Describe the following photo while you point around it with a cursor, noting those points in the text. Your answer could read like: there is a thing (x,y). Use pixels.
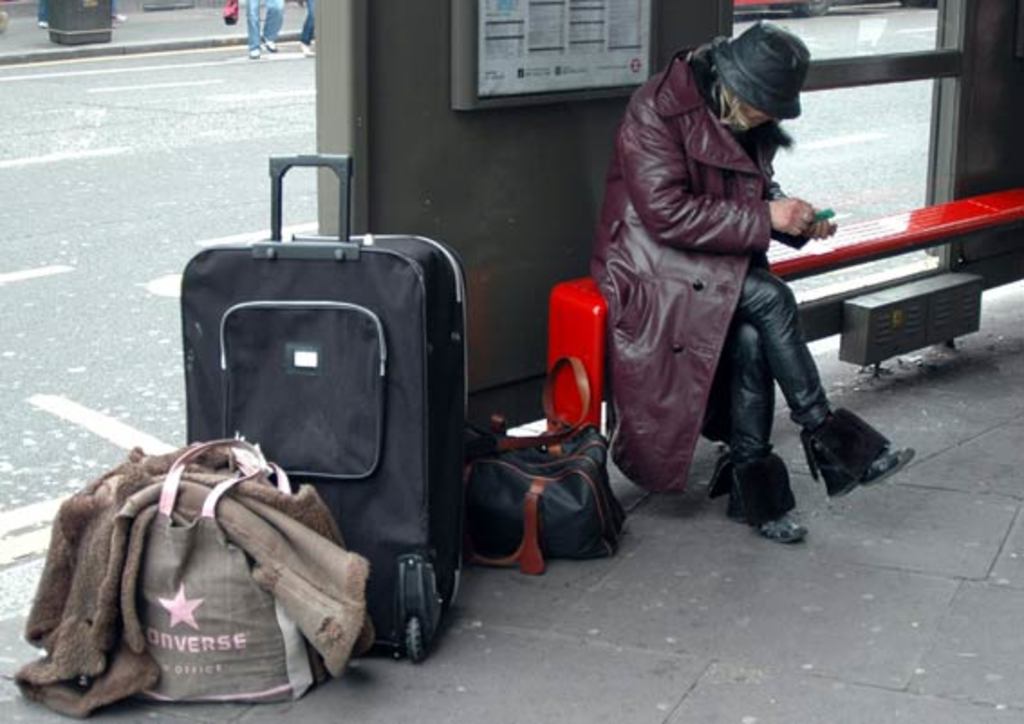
In the image we can see one man (651,246) sitting on the bench (575,313). Beside him we can see trolley (370,498), bag (190,629), jacket (304,603) and one more bag (564,484). And he is wearing cap (779,66). And back we can see road (251,95) and few persons (277,26) were standing and pillar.
